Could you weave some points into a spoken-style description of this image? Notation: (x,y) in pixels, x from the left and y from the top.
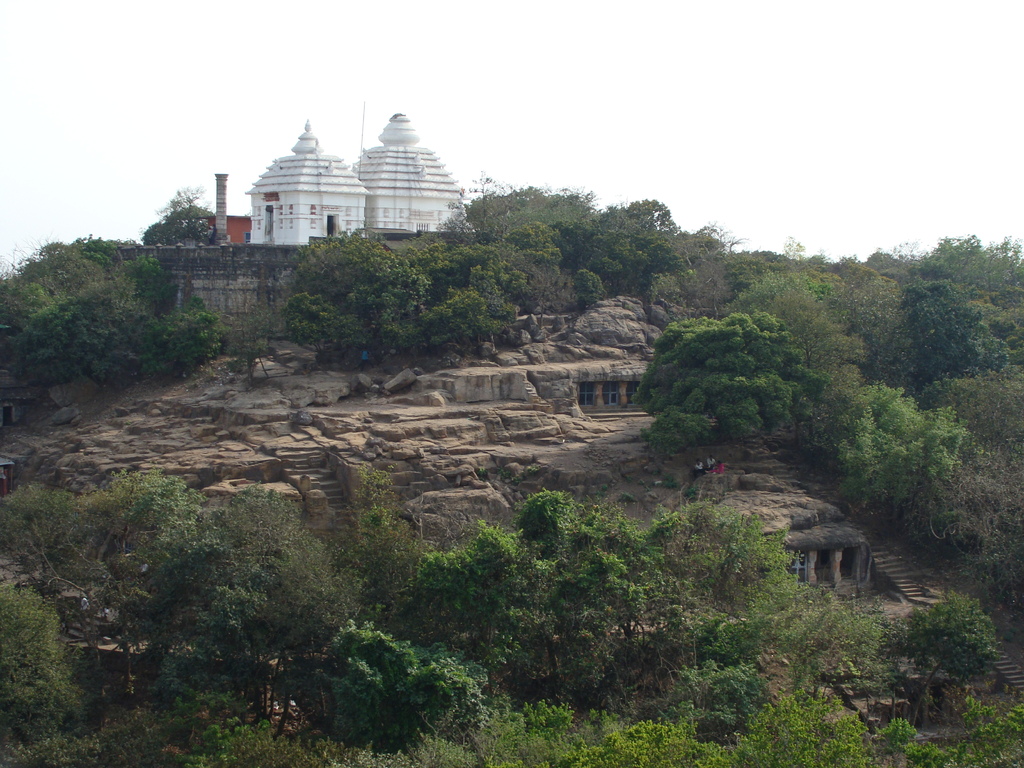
In this image we can see temple (260,196) on the hill (466,448). In the background (423,76) there is sky (419,70).
